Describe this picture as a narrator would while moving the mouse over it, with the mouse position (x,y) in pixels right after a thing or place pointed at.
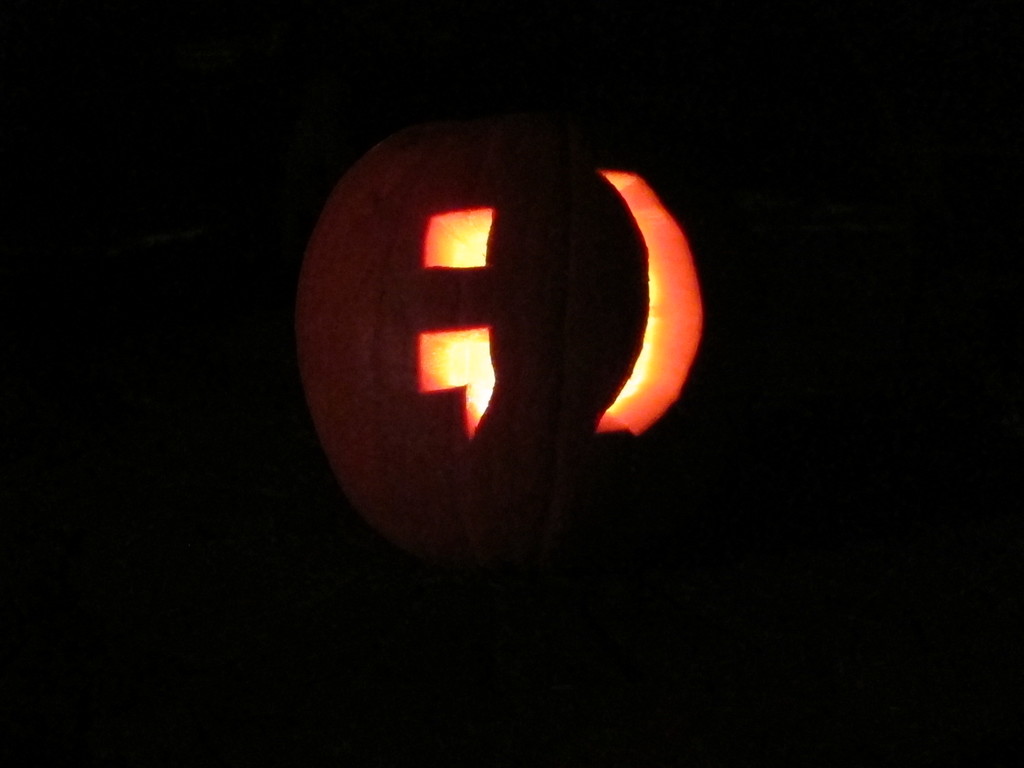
In this image there is a pumpkin (450,308) which is truncated, and there is a dark background (911,579).
